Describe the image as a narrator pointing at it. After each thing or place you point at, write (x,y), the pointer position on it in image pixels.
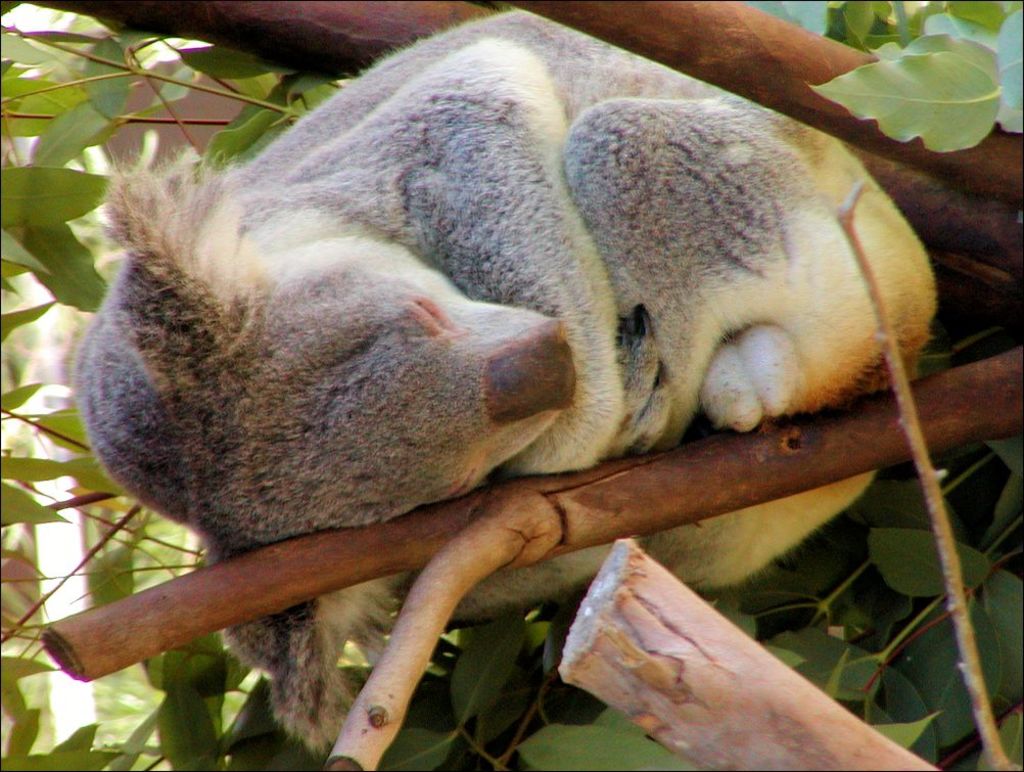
In this image we can see an animal (620,434) on the branch (678,449) of a tree (844,214). In the background (119,50), we can see group of leaves (98,73).
